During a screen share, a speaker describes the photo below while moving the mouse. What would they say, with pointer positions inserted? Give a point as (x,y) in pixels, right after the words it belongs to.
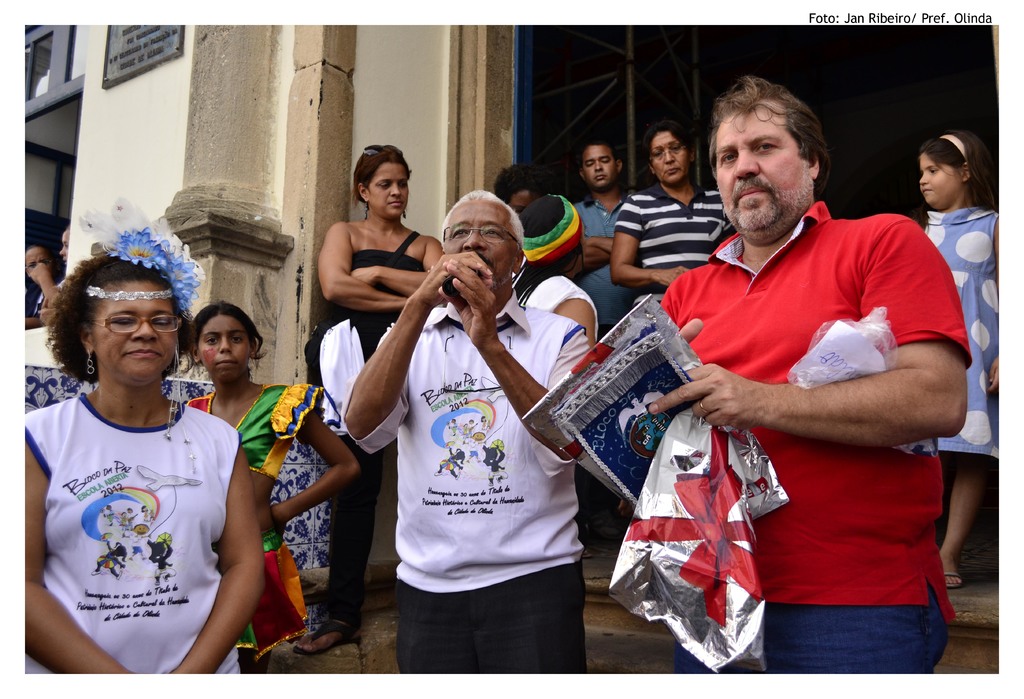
In this image there are people (477,622) standing and one man (513,308) is holding mic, in his hand (471,287) and another man (702,403) is holding posters (621,421), on the background (453,111) there is a building (155,121).
